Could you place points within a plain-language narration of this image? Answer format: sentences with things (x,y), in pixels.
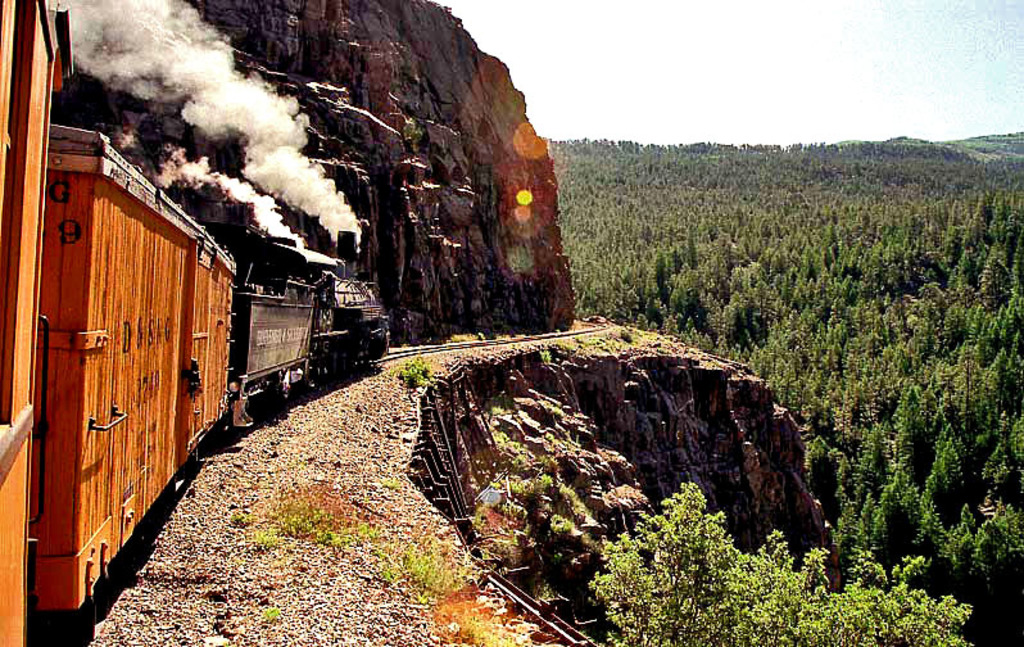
In this image there is a track (436,350) on a mountain (472,251), on that track (457,346) there is a train (209,379), in the background (639,316) there are trees (792,216) and the sky (865,76).
